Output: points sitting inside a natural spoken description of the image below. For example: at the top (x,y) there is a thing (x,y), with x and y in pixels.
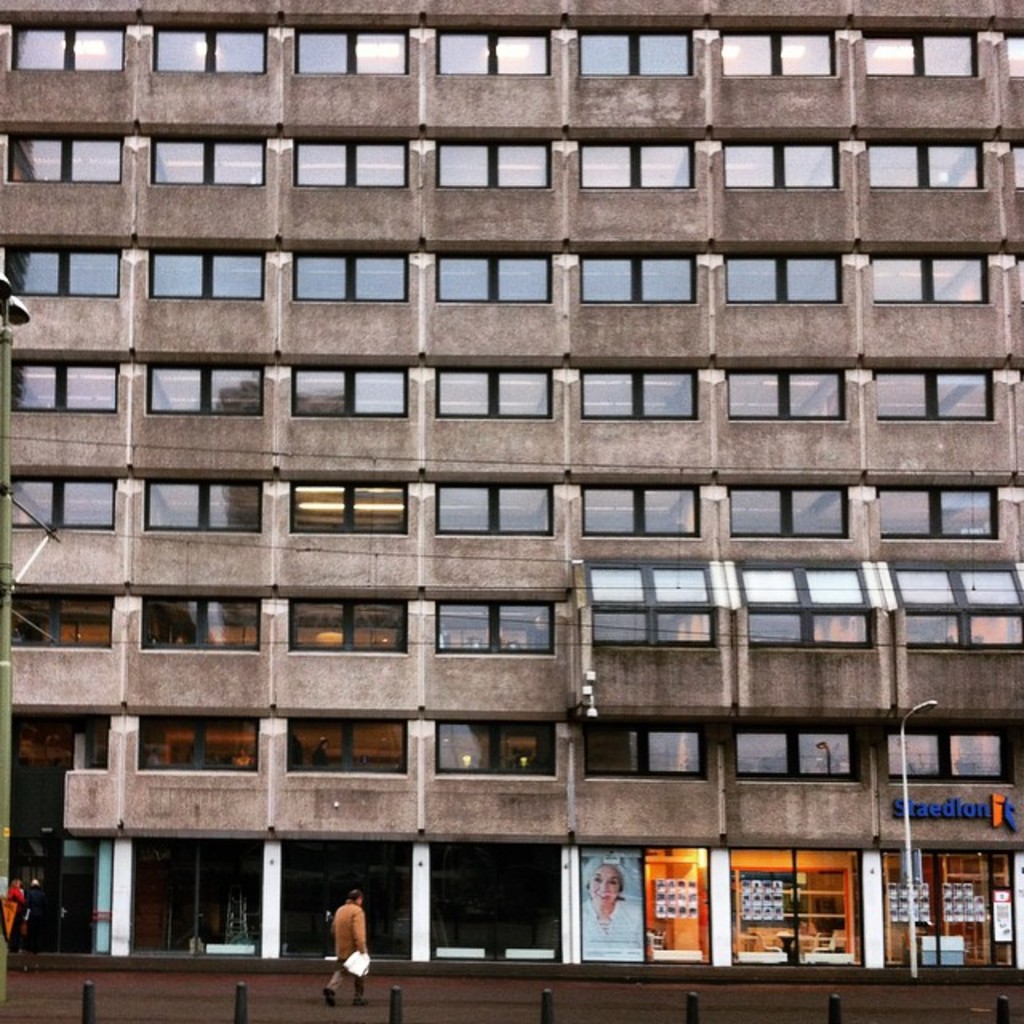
In this image there is a building (362,439) with so many windows (407,503). At the bottom (668,931) it seems like there are stores (864,898). There is a person (341,980) walking on the road (314,993). At the bottom (399,1007) there are poles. On the left side (6,501) there is a pole (4,426) to which there are lights (14,317).
